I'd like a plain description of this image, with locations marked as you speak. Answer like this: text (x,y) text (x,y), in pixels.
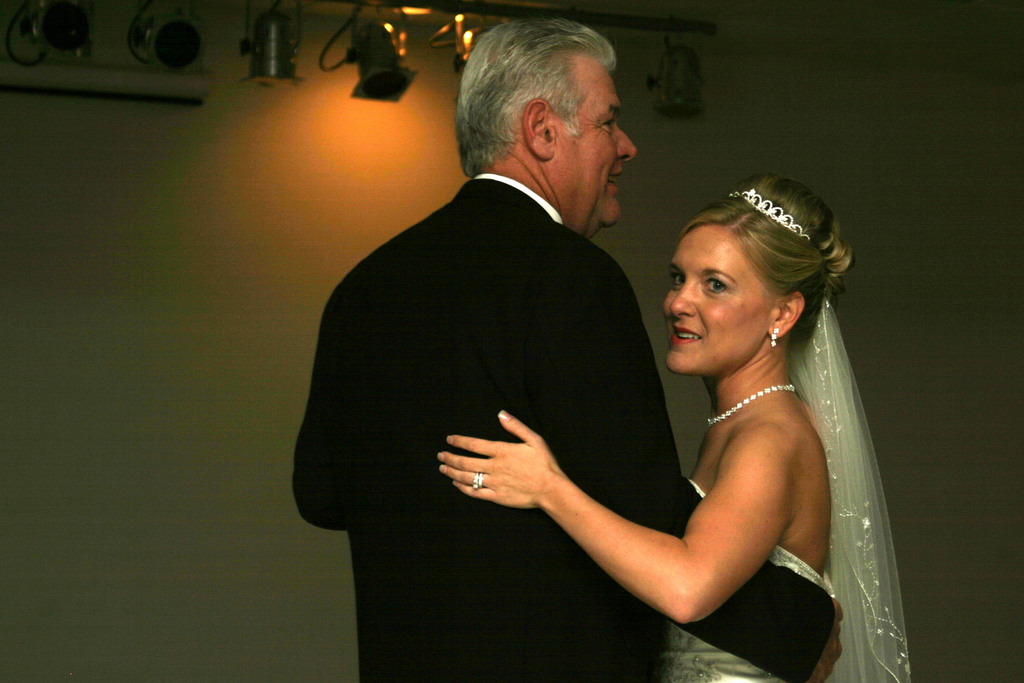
In the center of the picture (478,316) there is a man (503,519) in black suit (562,352) and a woman (564,495) in bridal dress (786,555). At the top (374,49) there are lights (680,61). In the background (182,208) the wall (341,218) is painted dark.
